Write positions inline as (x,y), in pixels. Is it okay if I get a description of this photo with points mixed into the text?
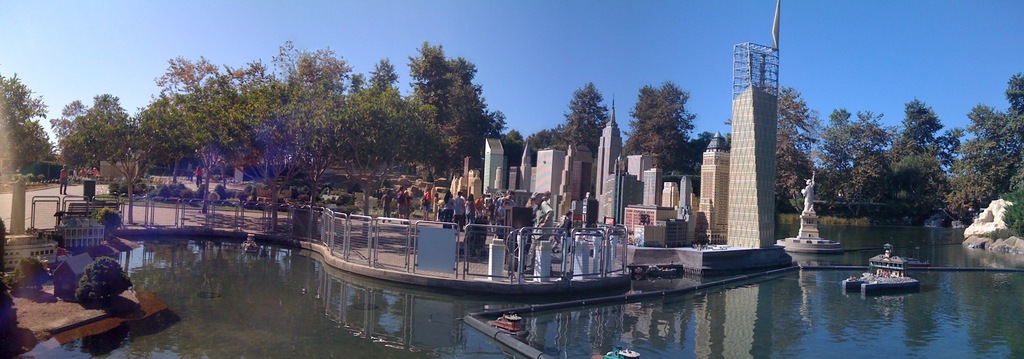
At the bottom (266,261) there is water (427,294) and we can see railings (482,275) and there are buildings (712,163). We can see a sculpture (811,200). In the background (455,158) there are trees (337,125) and sky (459,6). We can see bushes (113,276). There are people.
